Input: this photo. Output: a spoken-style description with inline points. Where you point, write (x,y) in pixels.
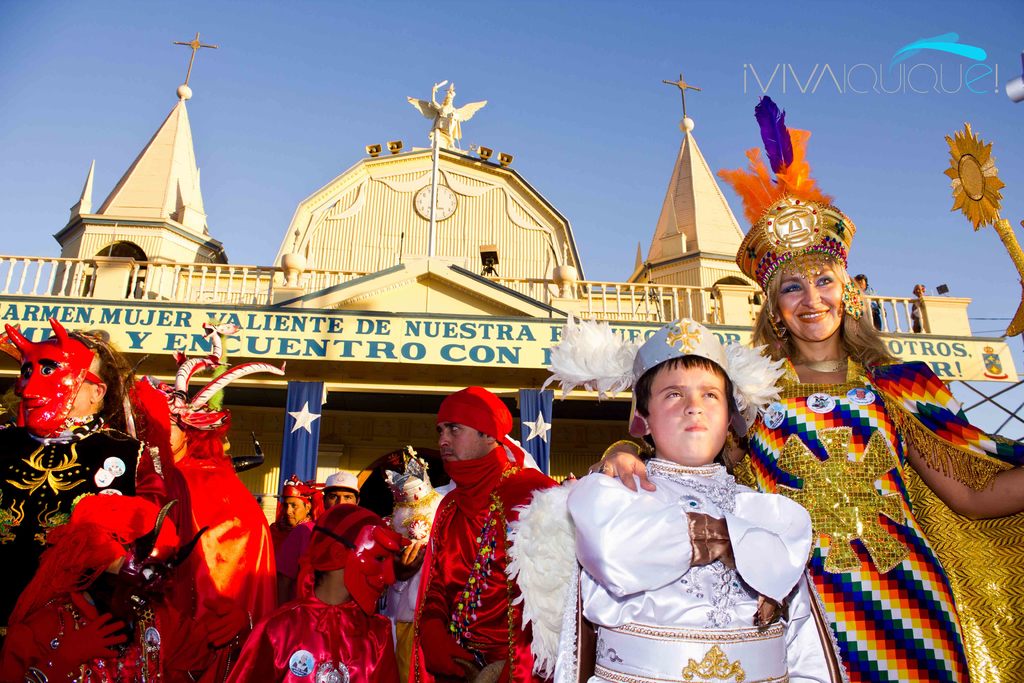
In this picture we can see the small boy (645,491) wearing white dress (679,520), standing in the front (847,483) with a woman (829,435), wearing golden costume (856,463), smiling and giving a pose to the camera. behind there are some people (273,563) wearing red costume (273,563). In the background (63,257) we can see the yellow building (440,280) with statue (440,120) on the top (440,120).
